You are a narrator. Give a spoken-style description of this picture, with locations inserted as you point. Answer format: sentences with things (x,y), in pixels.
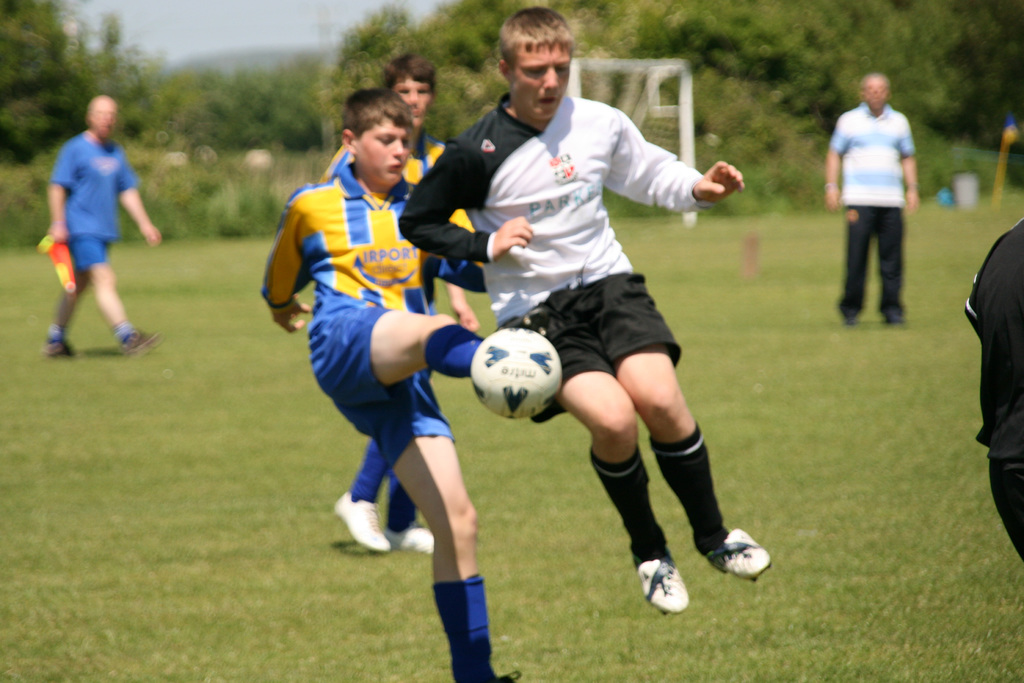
In the center (555,397) we can see few players (434,309) were playing with ball (527,393). On the right (1016,323) we can see one person (981,335) standing. In the background (646,52) we can see trees (723,19), net (678,68) and two persons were standing.
